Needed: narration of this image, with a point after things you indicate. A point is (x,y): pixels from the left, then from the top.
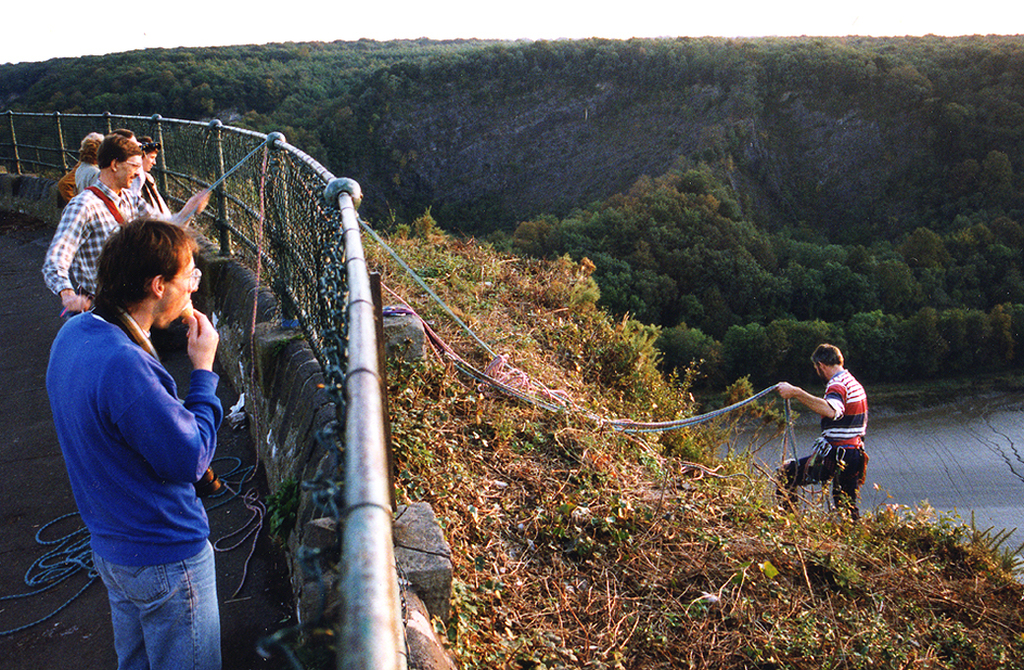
In the image there is a person (840,425) climbing a mountain (772,483) and there is a fence (233,195) and behind the fence (371,401) there are few people (126,281) and among them, one person (138,217) is helping the person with a rope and in the background (540,80) there are many trees (540,80).
